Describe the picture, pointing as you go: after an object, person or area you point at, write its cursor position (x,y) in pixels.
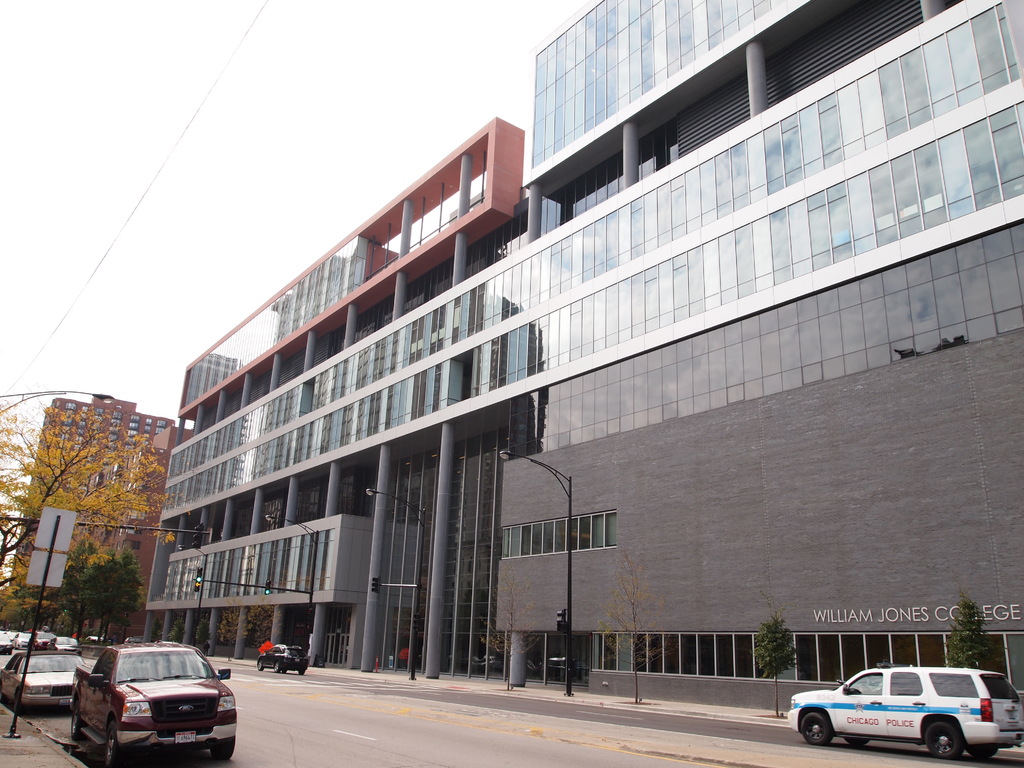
Here there are vehicles (231,732) on the road (577,749), street lights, poles (45,576), trees (61,610) and in the background (163,589) there are buildings (892,438), windows (435,387), electric wire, a text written on the wall (949,598) of a building (583,77) and sky (282,204).
